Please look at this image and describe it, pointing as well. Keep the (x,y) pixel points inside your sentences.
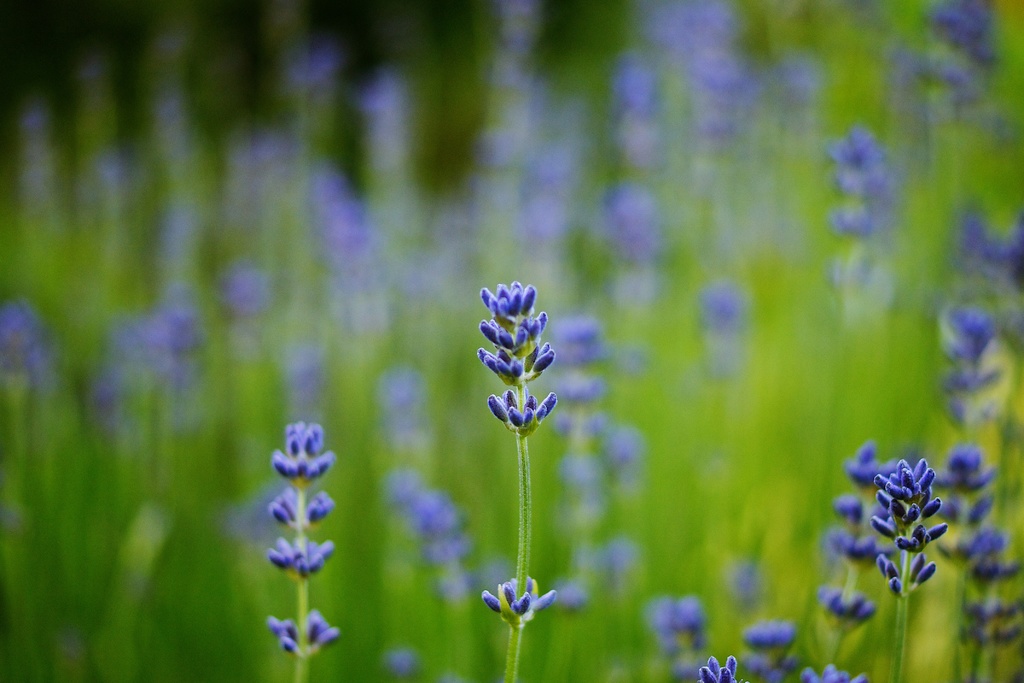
In this picture we can see there are plants (285,521) with buds (501,298). Behind the plants (300,509) there is the blurred background (136,299).
